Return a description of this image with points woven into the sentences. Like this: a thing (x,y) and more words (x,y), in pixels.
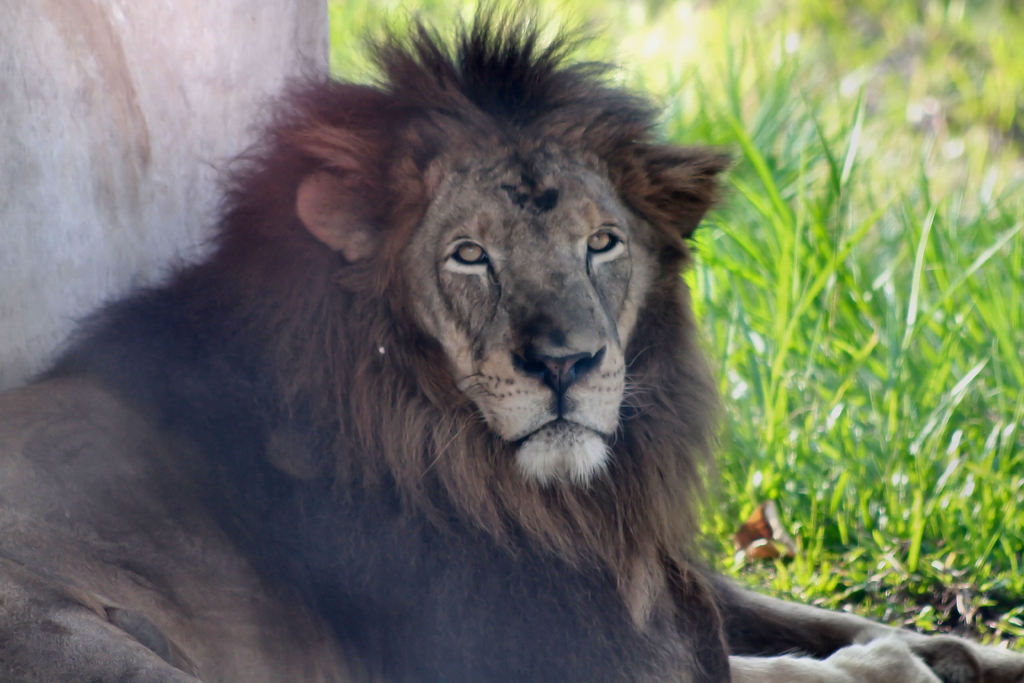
In this image, we can see some grass (805,333). There is a lion (539,469) in the middle of the image (637,314).
